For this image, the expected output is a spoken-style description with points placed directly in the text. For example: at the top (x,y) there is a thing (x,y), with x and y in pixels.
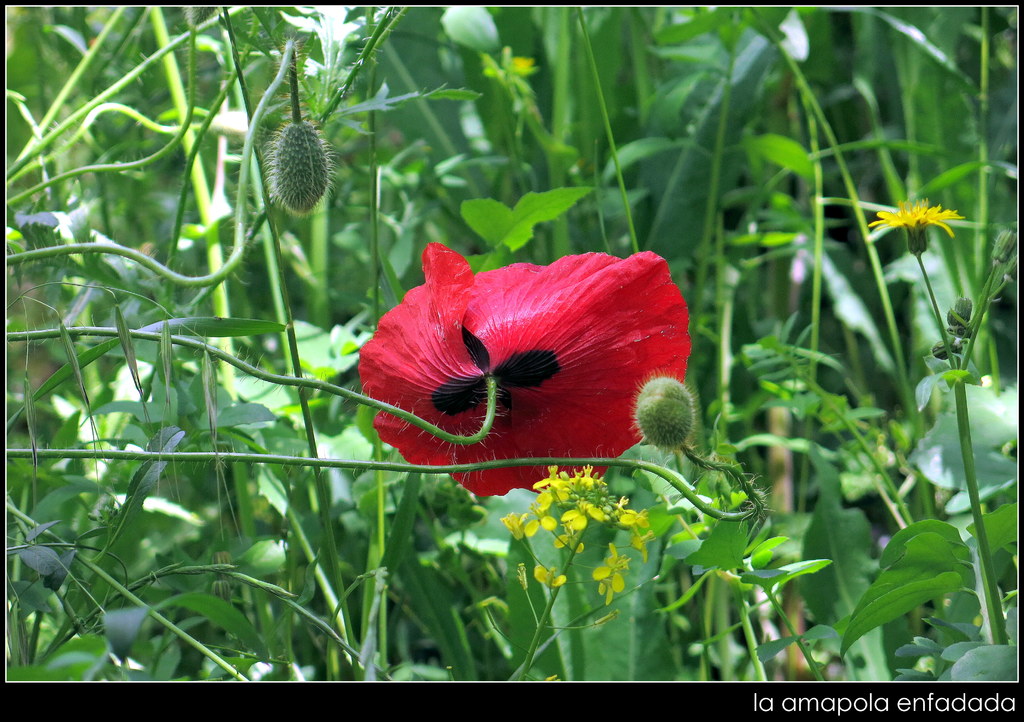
In this picture we can see flowers (465,428) and buds (323,148) and in the background (239,513) we can see plants (732,187).
